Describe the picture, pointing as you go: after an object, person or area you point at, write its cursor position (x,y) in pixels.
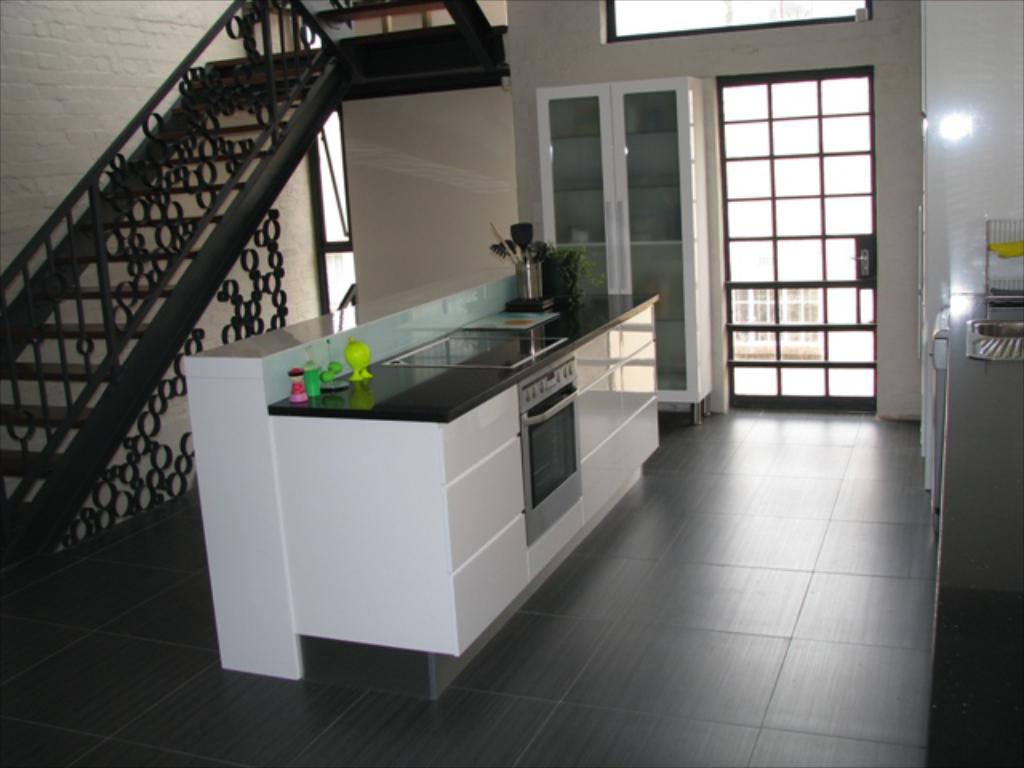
In the foreground (449,504) I can see a cabinet (400,512), bottles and a houseplant (573,276). In the background (633,281) I can see a cupboard (674,205), window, wall (353,170) and a staircase (221,212). This image is taken may be in a room (928,408).
